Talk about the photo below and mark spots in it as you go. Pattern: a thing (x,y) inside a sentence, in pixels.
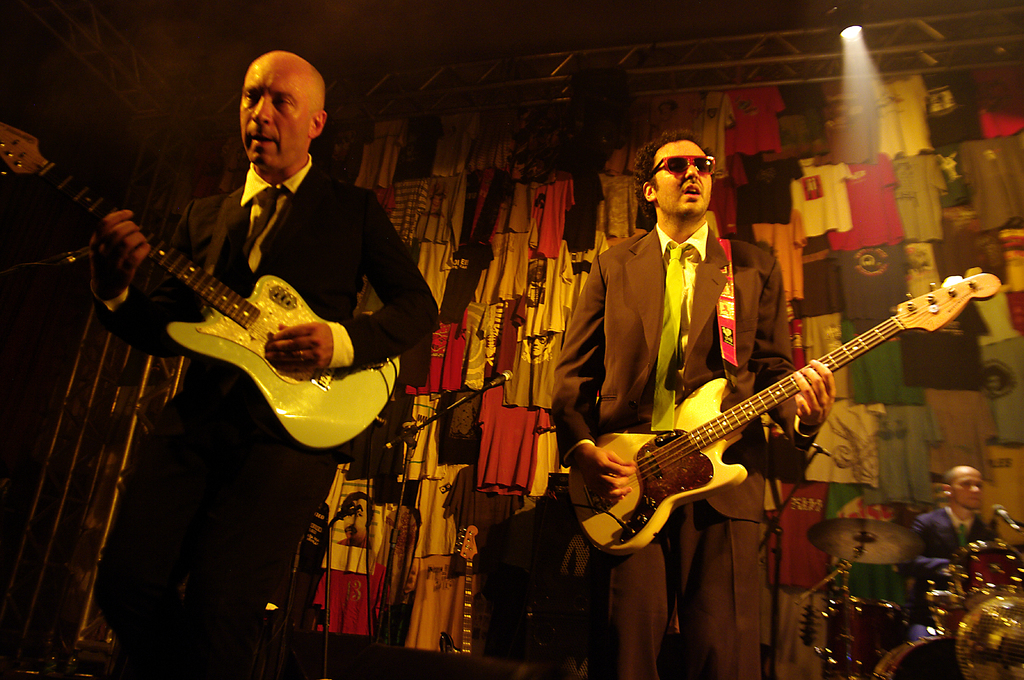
2 people (615,264) are standing playing guitar (658,432). behind them at the right (954,520) there is a person (944,554) playing drums (945,577). at the back (890,195) there are t shirts (478,190) hanging.
